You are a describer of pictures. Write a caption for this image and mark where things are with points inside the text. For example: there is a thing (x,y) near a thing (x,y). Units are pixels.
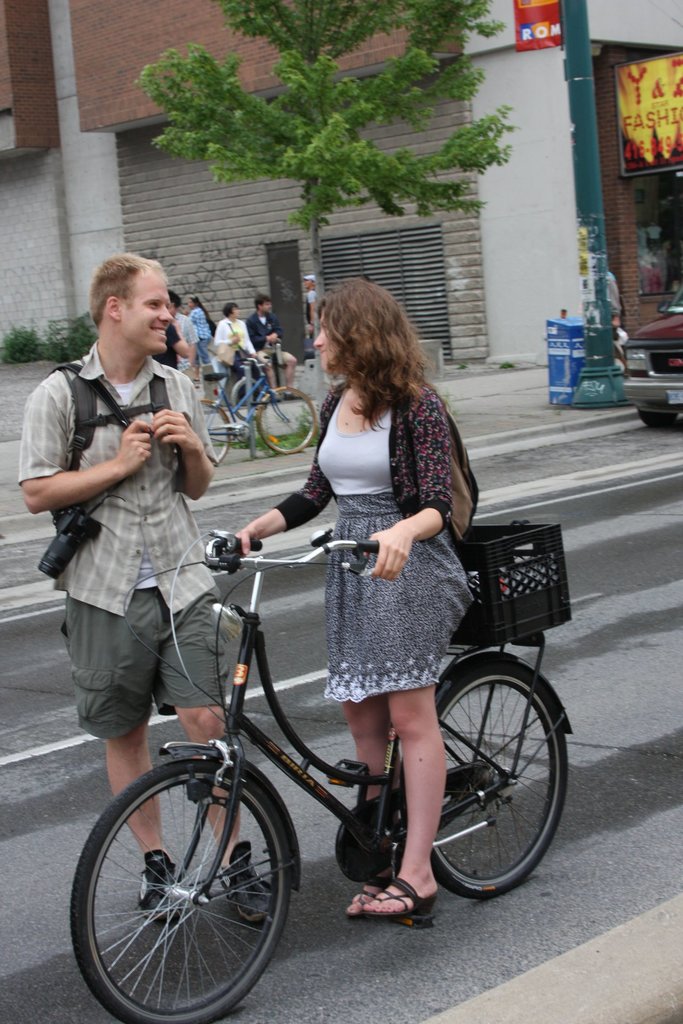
This 2 persons (398,532) are highlighted in this picture. This man (115,465) wore bag (83,387) and holds camera (46,573). This woman (368,451) is sitting on a bicycle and holds a handle (294,559). On this bicycle (466,647) there is a box (528,578). Far there is a tree (308,152). A vehicle (673,322) on road (636,506). This is a building (241,199). Far this persons (237,339) are sitting. In-front of this person (255,350) there is a bicycle (235,428).
